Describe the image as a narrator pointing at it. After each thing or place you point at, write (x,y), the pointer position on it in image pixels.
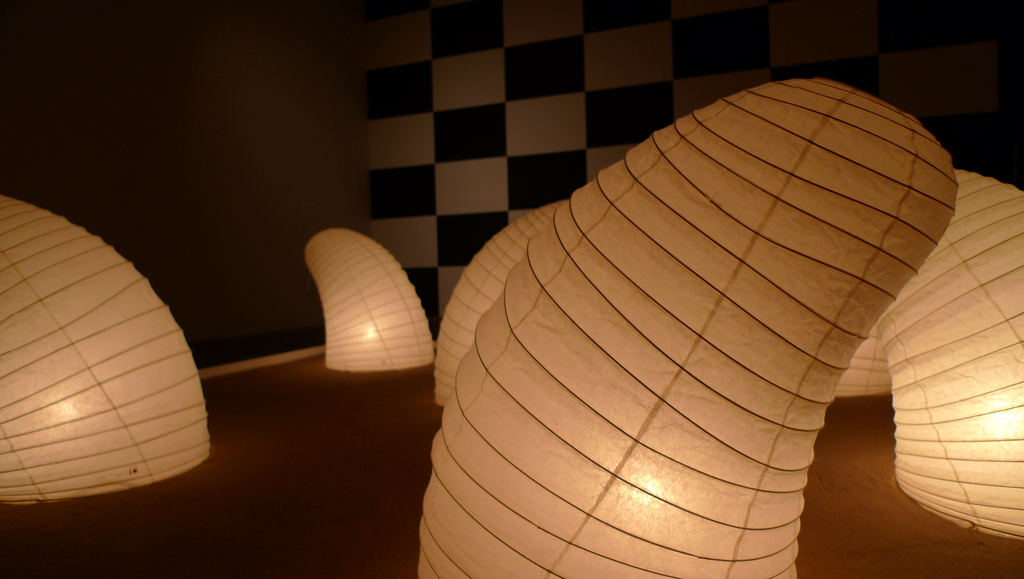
Here in this picture we can see paper lanterns (464,366) present over a place (223,455).
